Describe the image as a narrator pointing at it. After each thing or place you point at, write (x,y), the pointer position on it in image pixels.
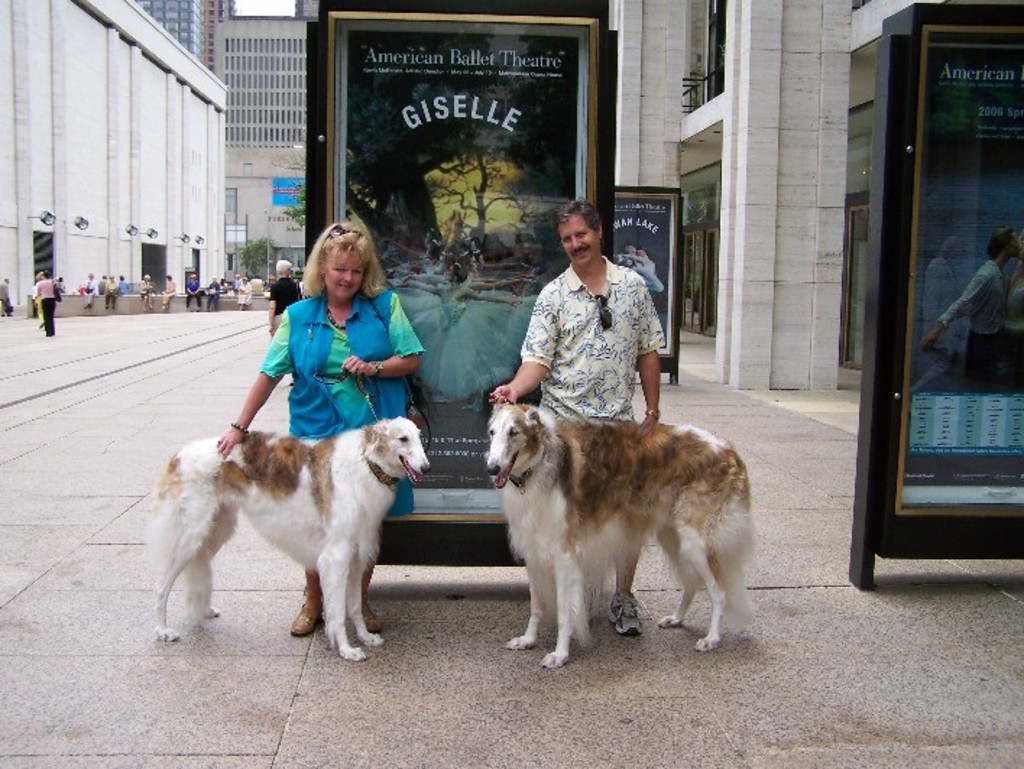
In this image we can see animals (678,491) and two persons (633,354) are standing on the floor (211,733). Here we can see hoardings (993,193), people (48,276), and few objects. In the background (219,220) there are buildings (805,205).
